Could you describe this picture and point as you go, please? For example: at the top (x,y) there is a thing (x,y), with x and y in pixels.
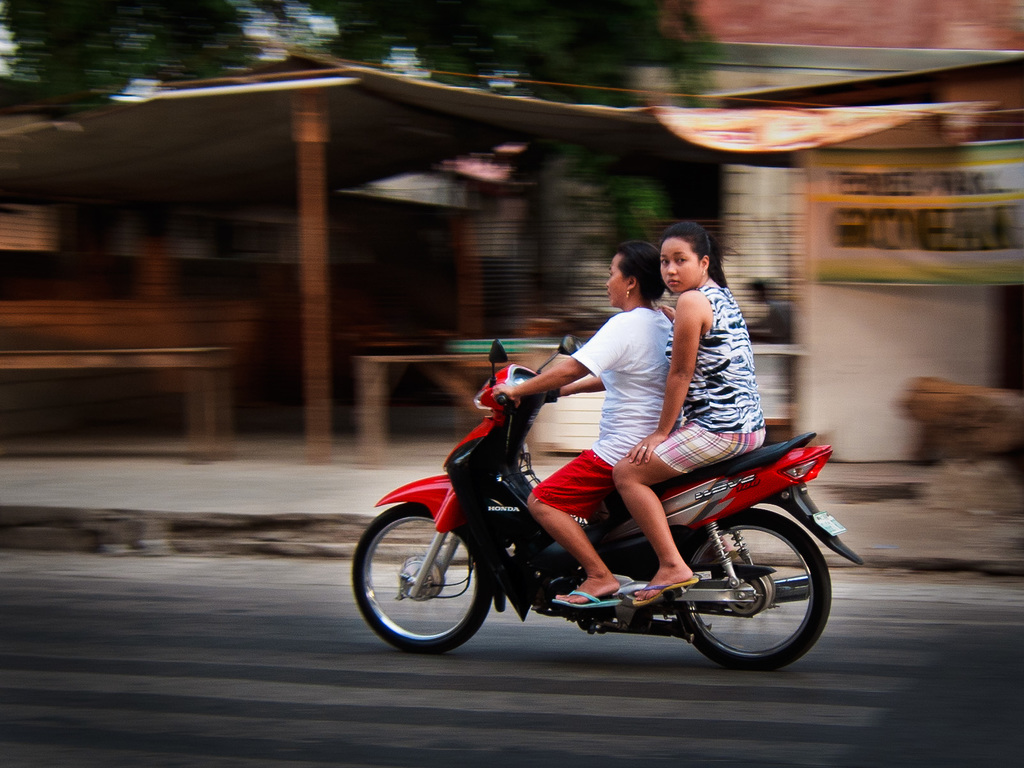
In this picture two women (653,396) are riding a bike (500,496) and in the background (945,244) we observe a poster (954,260) attached to the building (944,307) and there is a small house (181,248).
